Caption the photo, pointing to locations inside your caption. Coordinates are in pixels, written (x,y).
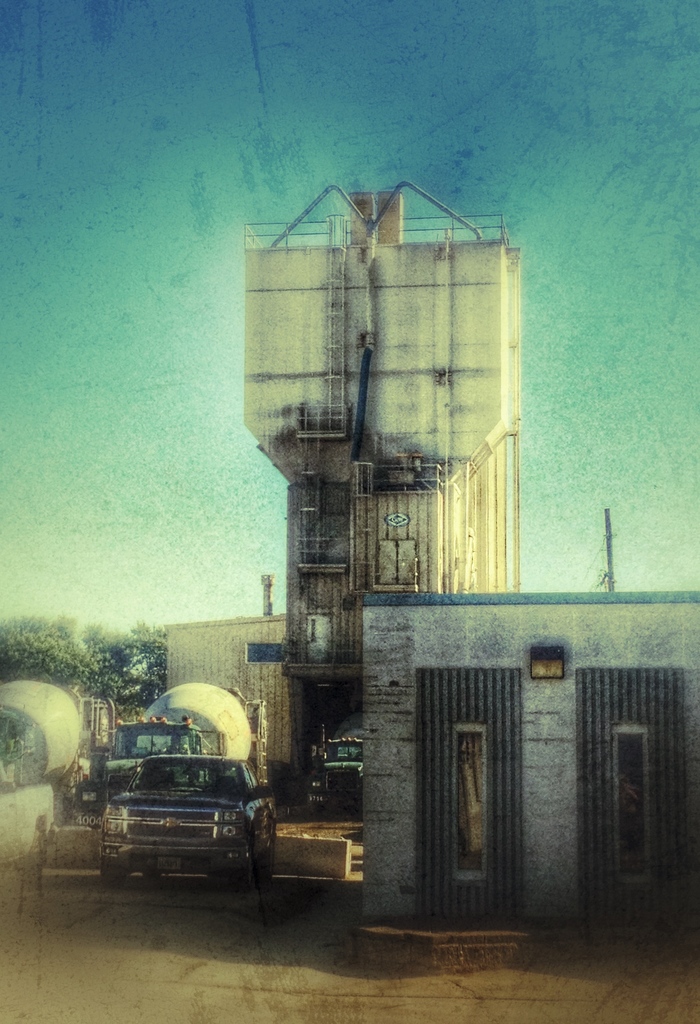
In this image I can see few vehicles (110,825). In the back (500,586) I can see the building (329,652) and the trees (118,681). And I can also see the wall (413,737) to the right (535,697). In the back (111,302) I can see the blue sky (120,240).
